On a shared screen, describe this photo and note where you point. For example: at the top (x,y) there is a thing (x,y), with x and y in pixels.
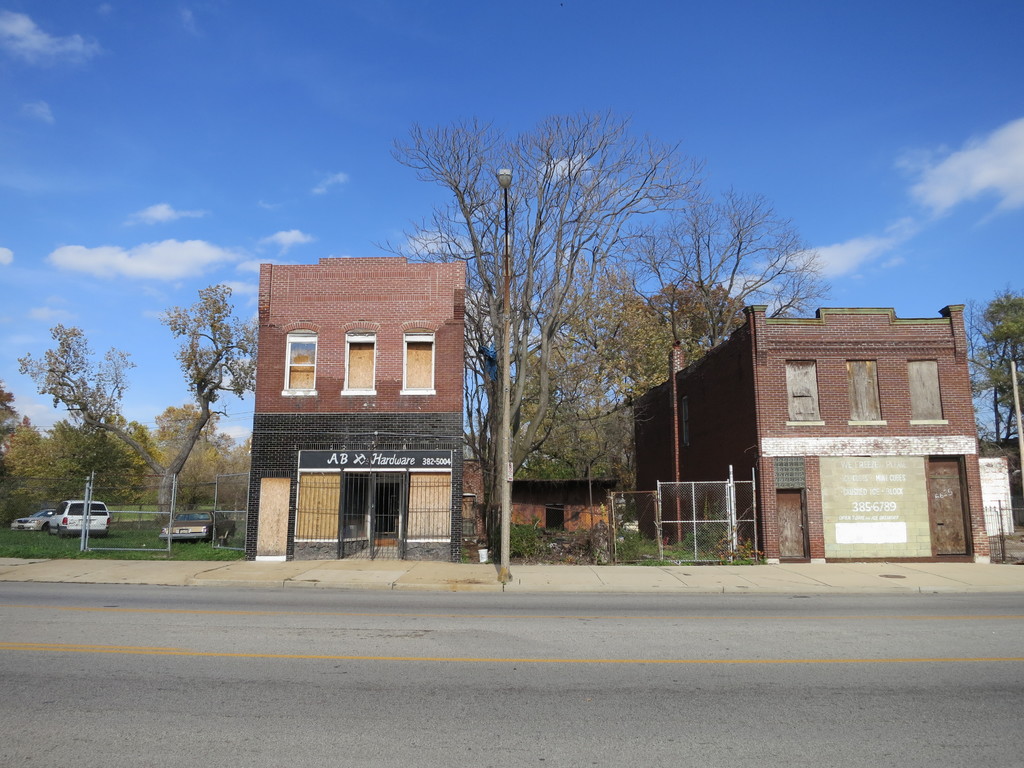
In the foreground of this image (555,730), there is the road (113,716). In the background (207,423), there are trees (646,379), buildings (453,395), fencing (710,516) and vehicles (40,516). At the top (577,74), there is the sky (625,76) and the cloud (992,160).
